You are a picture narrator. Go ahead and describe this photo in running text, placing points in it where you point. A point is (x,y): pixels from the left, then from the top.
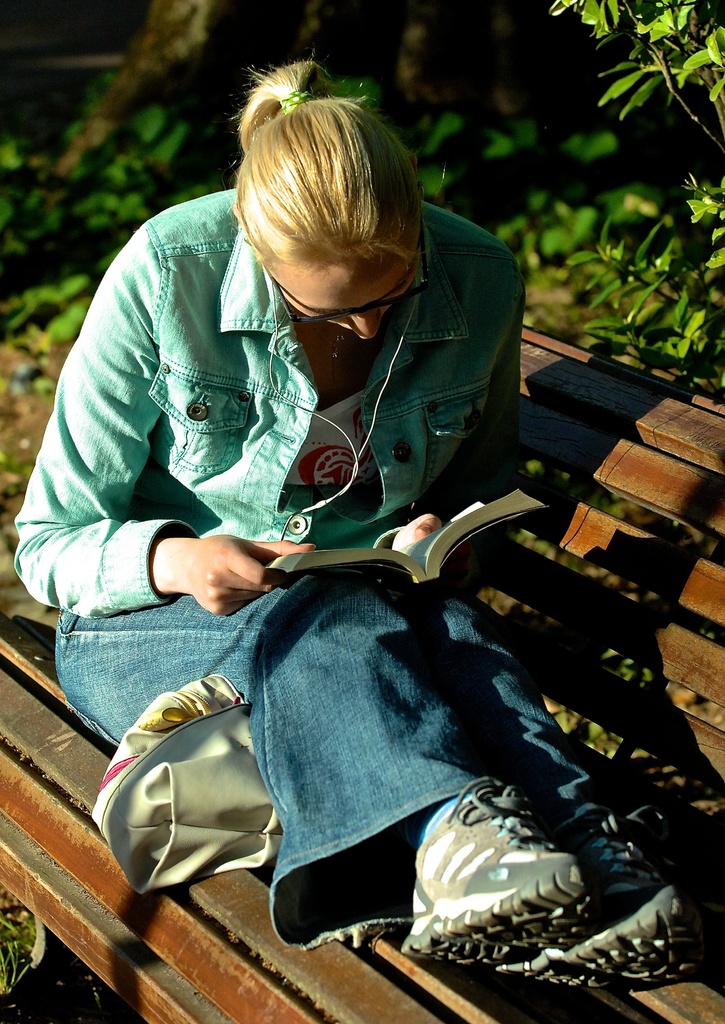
This picture shows a woman (343,911) seated on the bench (157,986) and reading a book (285,561) holding in her hands (296,548) and we see trees (437,169) and hand bag (179,880) on the bench (211,905) under her legs (313,776).
